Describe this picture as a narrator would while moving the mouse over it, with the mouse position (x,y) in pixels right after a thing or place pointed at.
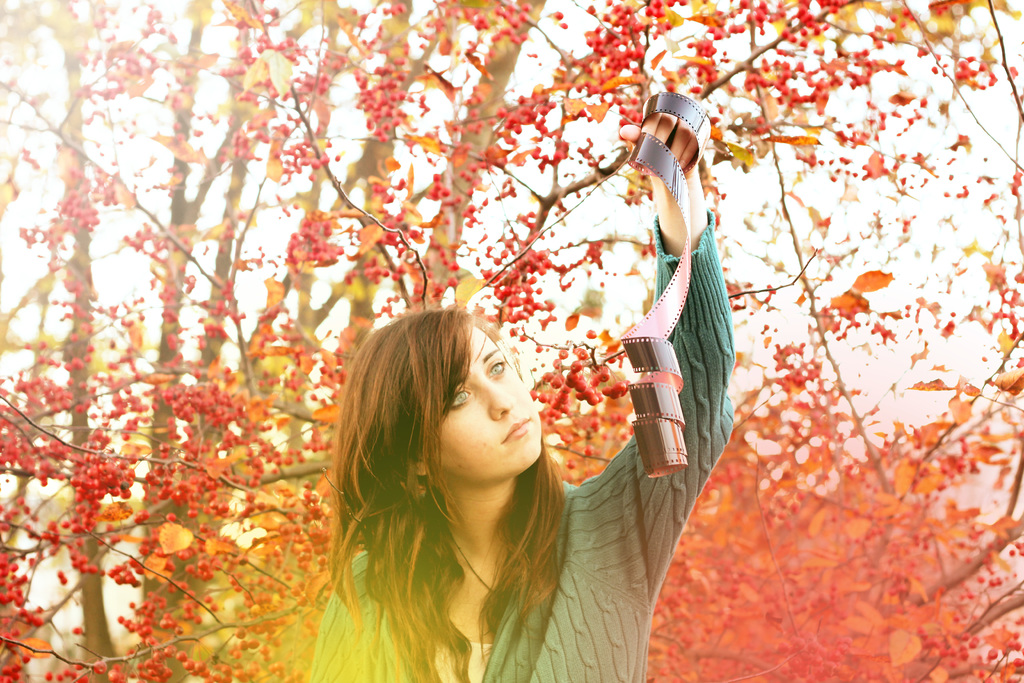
In the middle of the image (439,389), there is a person (471,367) holding a reel (636,398) with one hand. In the background (391,225), there are trees (876,326) having red color fruits (125,573) and there is sky (141,111).
